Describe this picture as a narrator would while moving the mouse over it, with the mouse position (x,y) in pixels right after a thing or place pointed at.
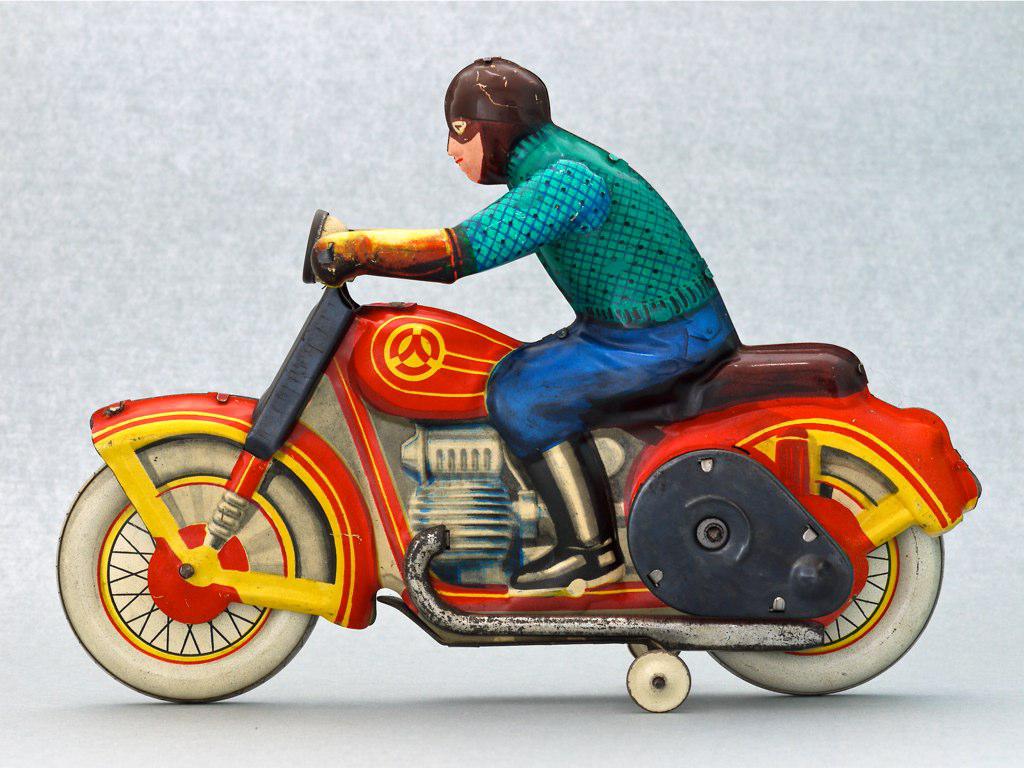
In this image I can see a cartoon character (445,97) is sitting on a bike (605,448). I can also see he is wearing helmet (493,82).
